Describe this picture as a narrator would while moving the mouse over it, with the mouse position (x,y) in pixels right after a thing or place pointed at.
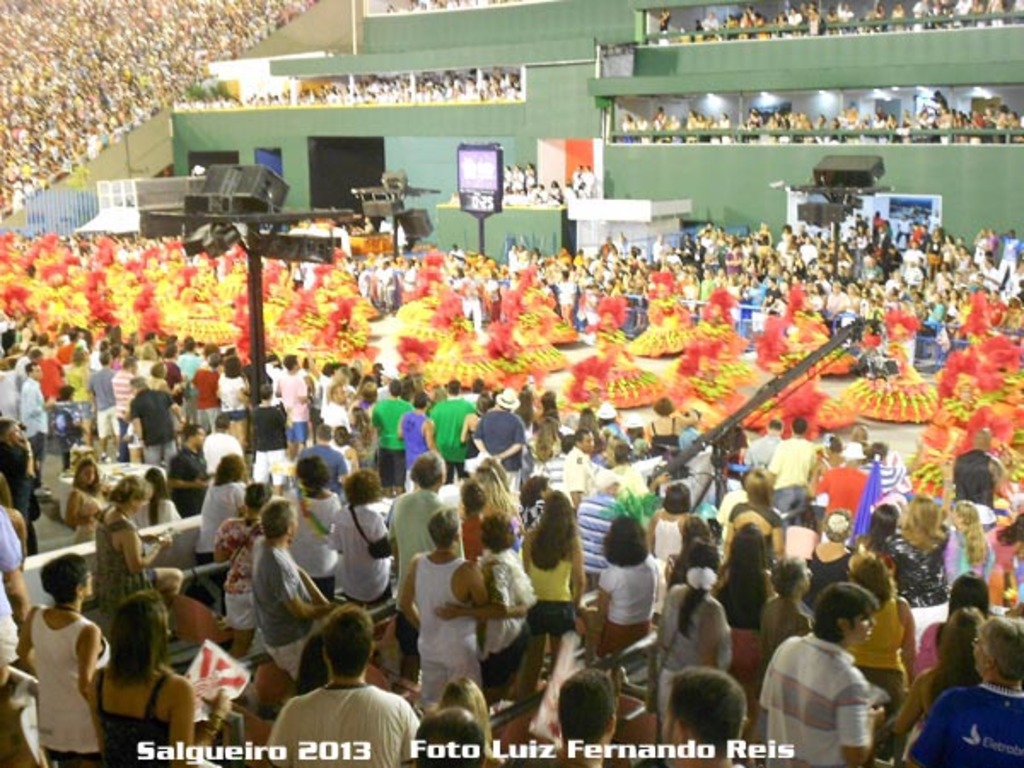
In the center of the image (451,322) we can see people (904,378) performing. They are all wearing same costumes (105,285) and we can see crowd (529,448). On the left (225,215) there is a speaker (308,240) placed on the stand (249,250) and there is a screen (493,174).
